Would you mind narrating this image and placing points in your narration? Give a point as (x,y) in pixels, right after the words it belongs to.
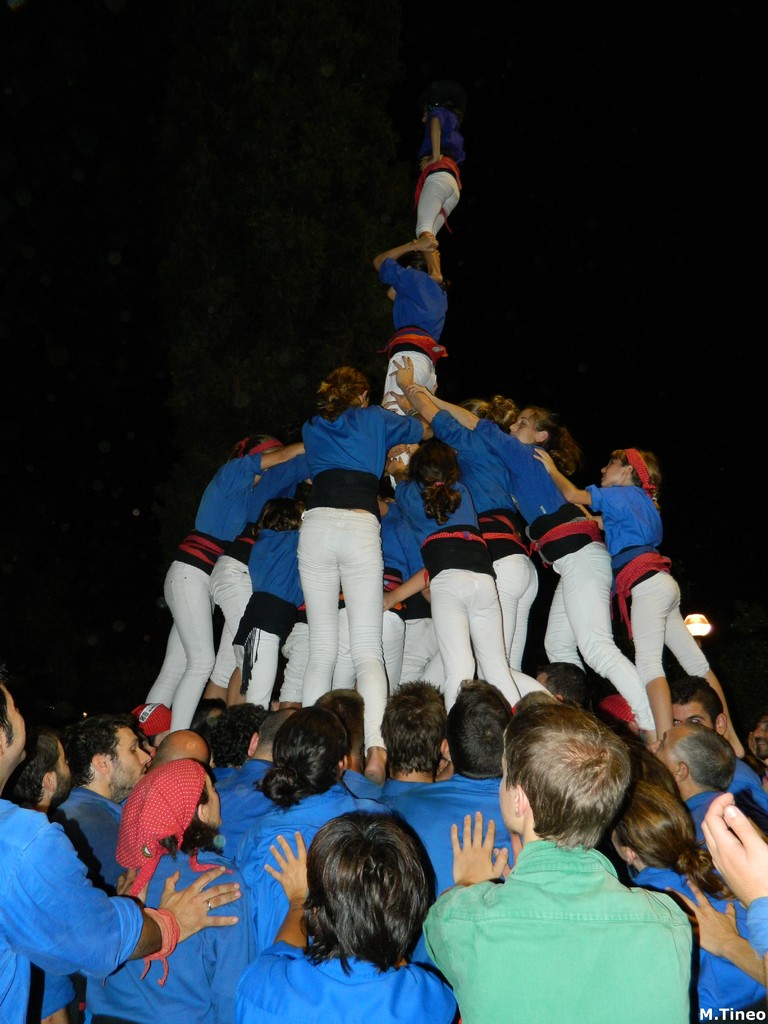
In the picture we can see some people (548,769) are standing on them and some people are climbed and standing on step by step, they are wearing a blue T-shirts (466,429) with white trousers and one man (570,763) is wearing a green T-shirt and in the background (22,91) we can see a dark.
